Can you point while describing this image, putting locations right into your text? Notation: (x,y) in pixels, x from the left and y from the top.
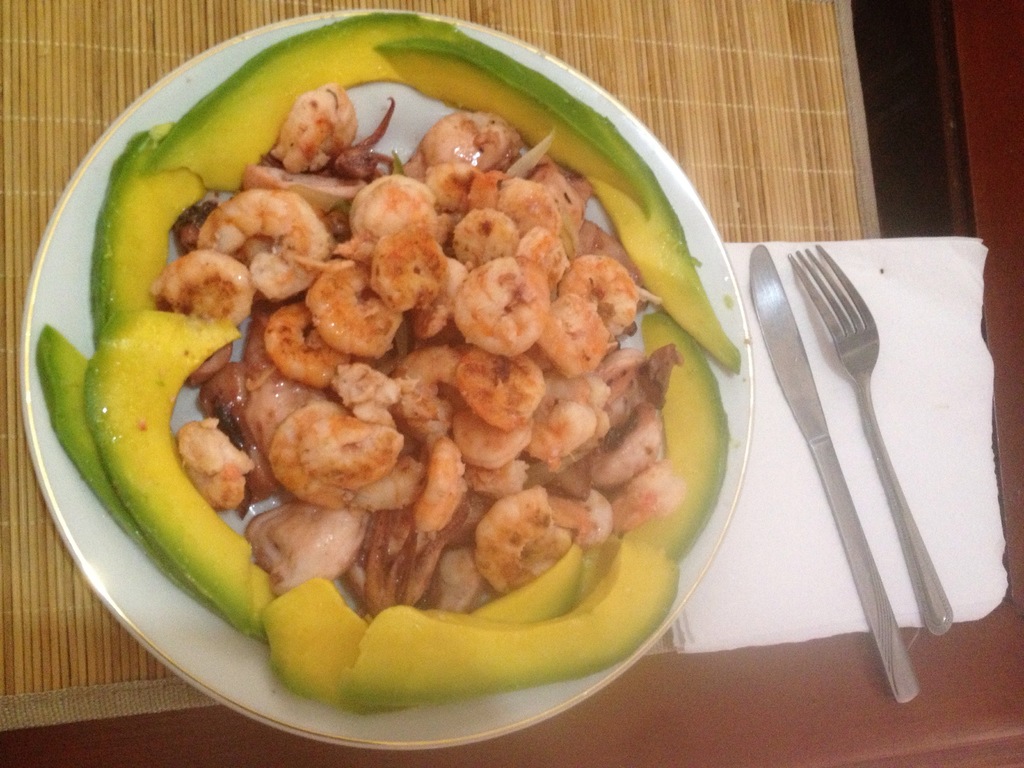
In this picture we can see a table (782,745), there is a plate (547,704), tissue papers (781,609), a knife (852,551) and a fork (863,419) present on the table (739,704), we can see some food (388,508) present in the plate (534,701).
